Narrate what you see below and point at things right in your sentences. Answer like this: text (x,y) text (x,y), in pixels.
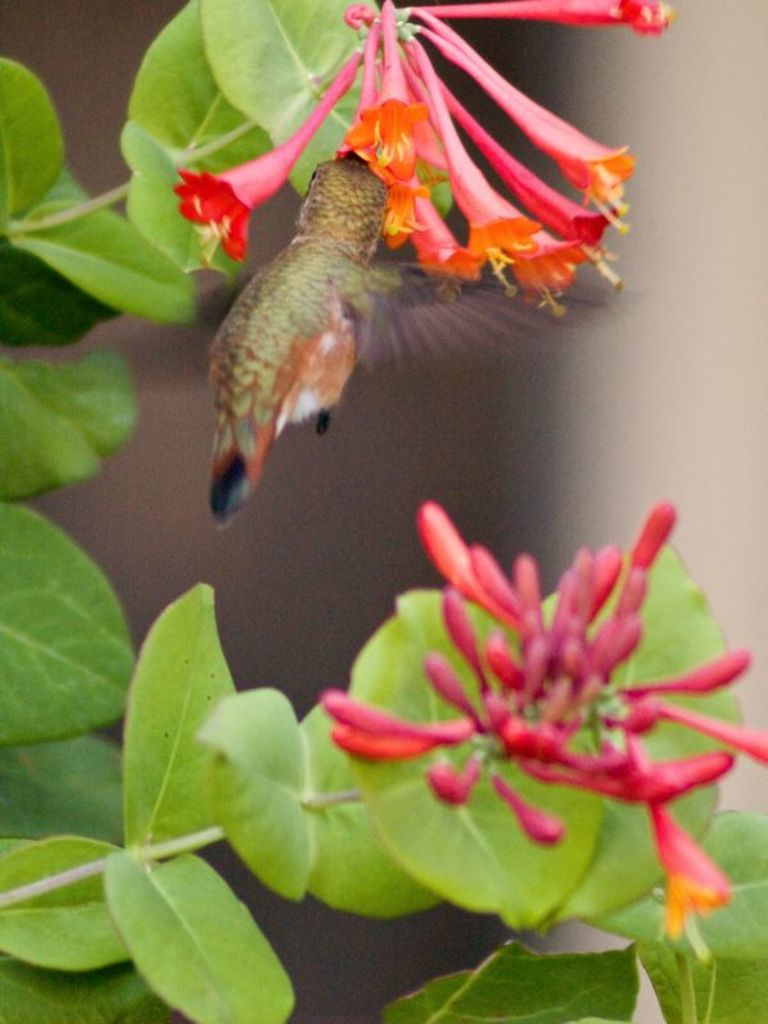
In this image I can see leaves (434,808) and flowers (427,257) and I can see a bird (261,319) on the flower (482,181).
